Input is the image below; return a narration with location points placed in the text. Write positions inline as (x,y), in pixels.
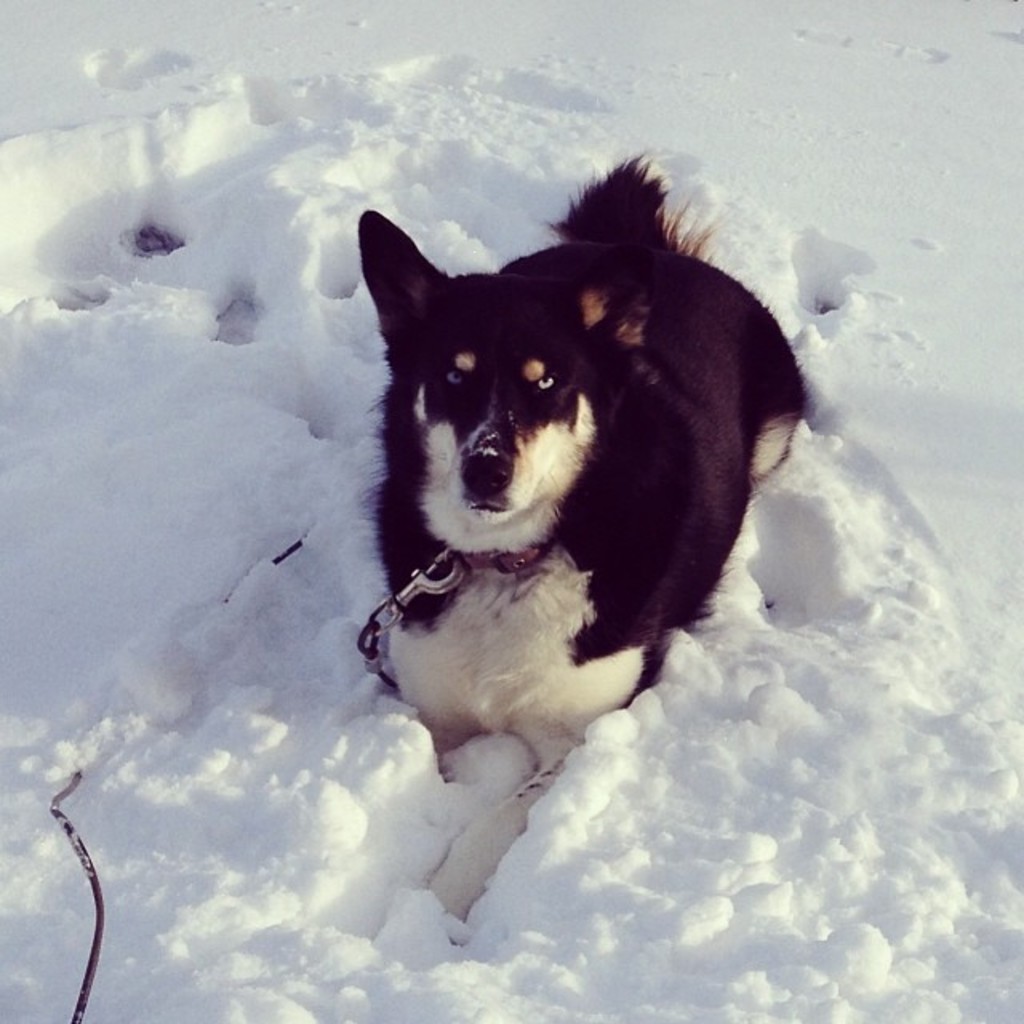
In the center of the image (595,379) there is a dog (643,260). At the bottom of the image (615,837) there is snow (179,626).
